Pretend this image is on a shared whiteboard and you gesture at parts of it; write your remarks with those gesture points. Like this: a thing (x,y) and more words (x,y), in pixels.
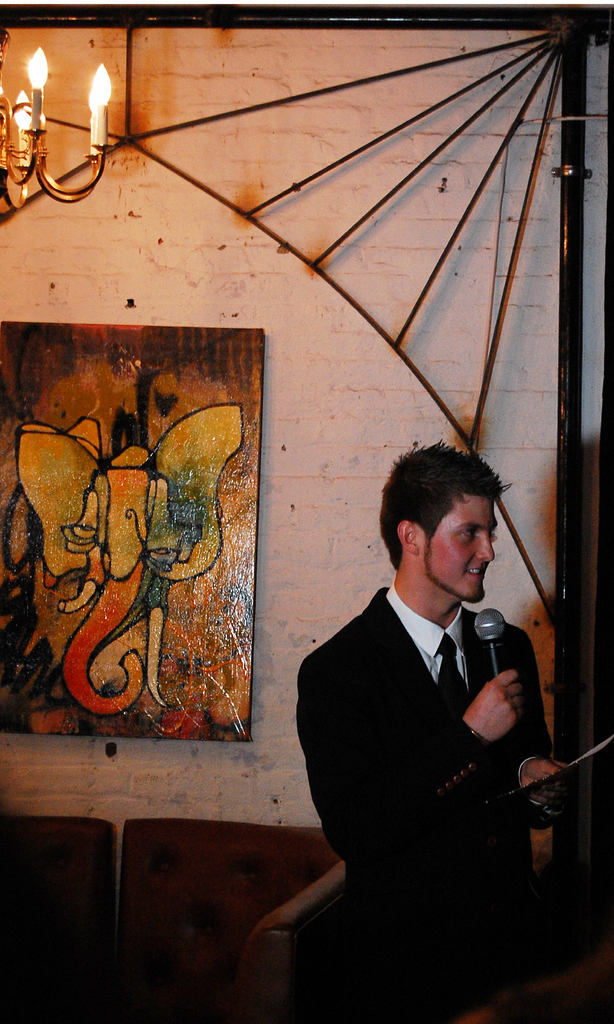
On the right side (447,770) there is a man (473,694) holding a mic (495,669) and some other thing (530,787) on the hand (533,780). In the back (237,931) there are chairs (263,888) and a wall (297,344) with photo frames (196,333). Also there is a pole (574,94) with rods (286,192). In the left top corner (44,145) there is a chandelier (32,136).
